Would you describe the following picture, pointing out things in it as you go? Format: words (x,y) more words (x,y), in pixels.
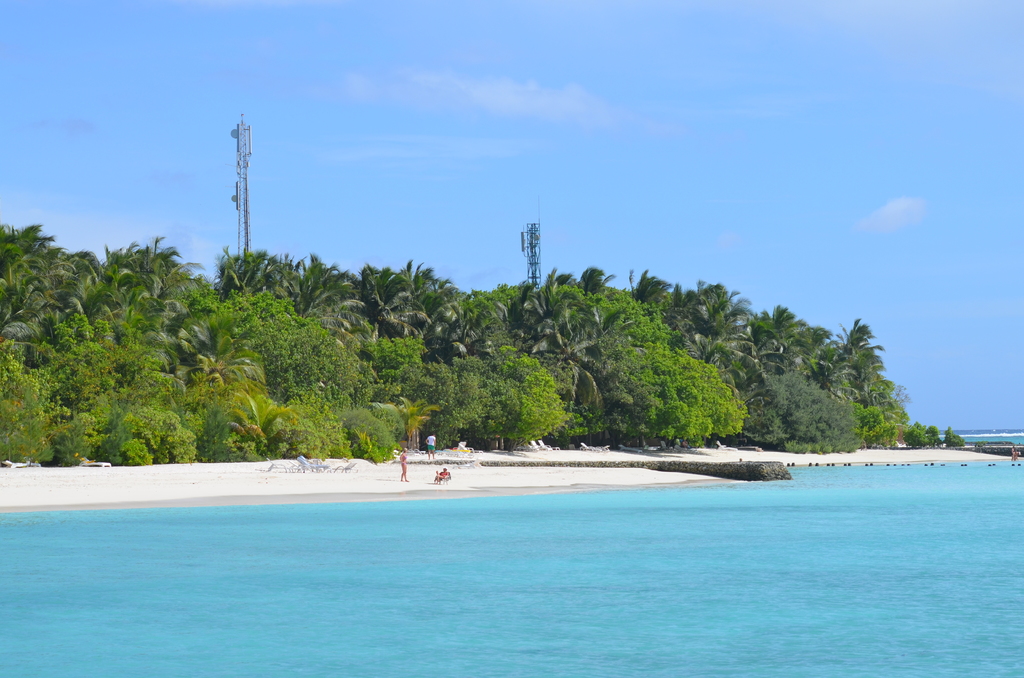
In the center of the image (424,368) there are trees (342,396) and towers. At the bottom (337,579) there is water (487,556) and we can see people (433,452). At the top (562,115) there is sky (467,115).
